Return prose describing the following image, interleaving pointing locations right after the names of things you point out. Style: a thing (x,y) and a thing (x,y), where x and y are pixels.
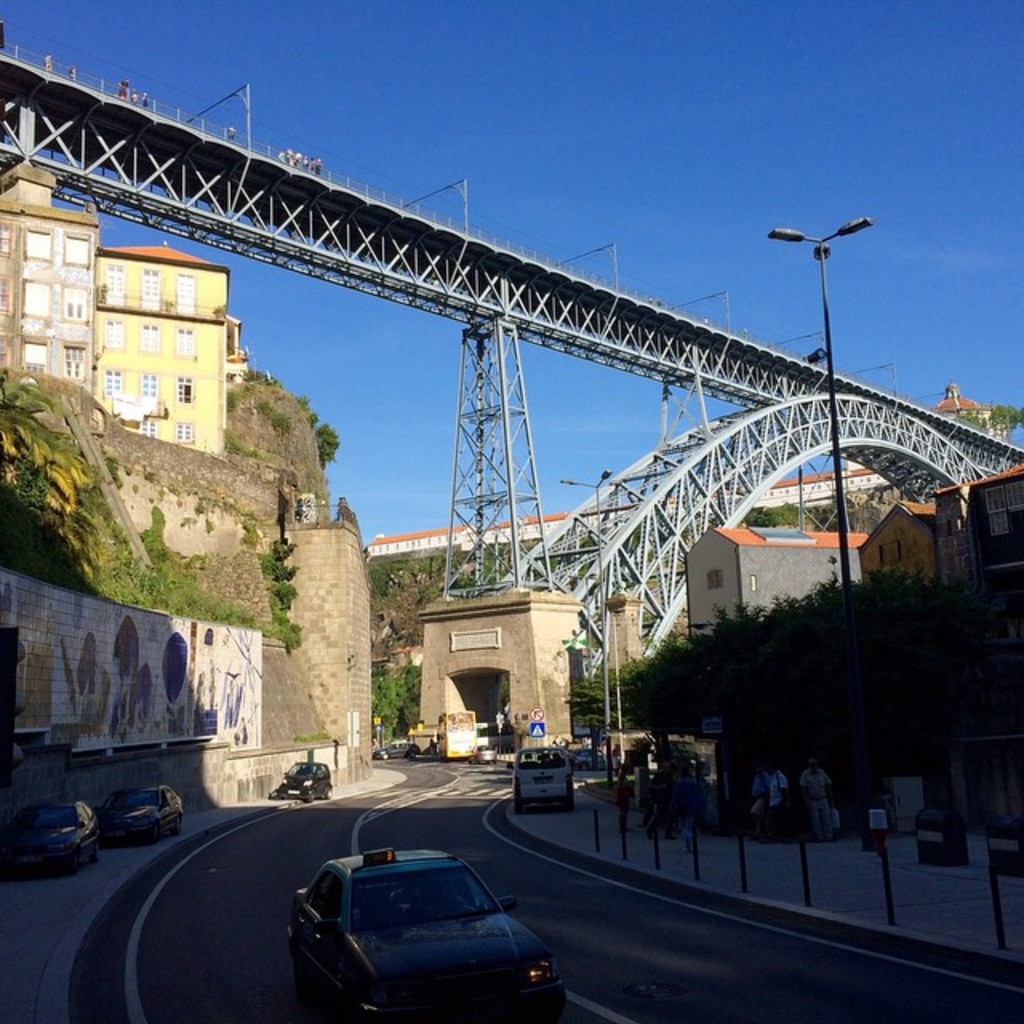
In this picture I can see the vehicles (437,923) on the road (429,816). I can see the bridge (540,315). I can see some vehicles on the walkway (149,852). I can see some people (755,782) on the walkway (768,830). I can see trees (811,752) on the right side (816,739). I can see the buildings (857,566).
